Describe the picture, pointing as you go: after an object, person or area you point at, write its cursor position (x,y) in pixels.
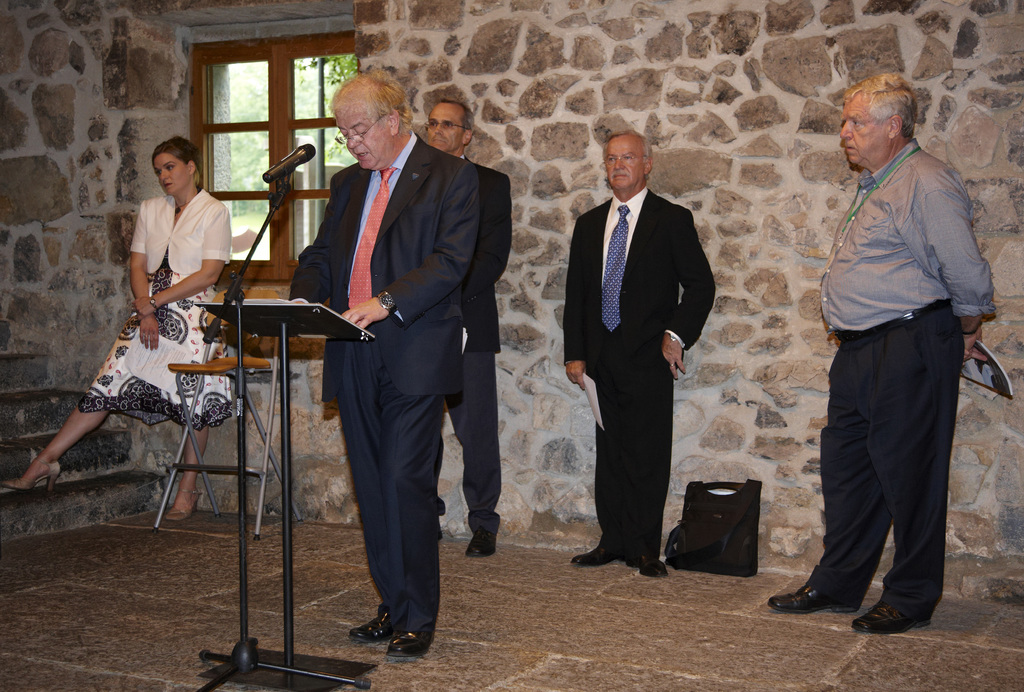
There is a person (378,265) standing and wearing specs (358,132). In front of him there is a book stand (298,328) and a mic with mic stand (246,269). In the back (624,352) some people (176,240) are standing. Also there is a brick wall (560,100) with window (283,99). On the floor (614,581) there is a bag (716,541). On the left side (67,487) there are steps (89,523).
